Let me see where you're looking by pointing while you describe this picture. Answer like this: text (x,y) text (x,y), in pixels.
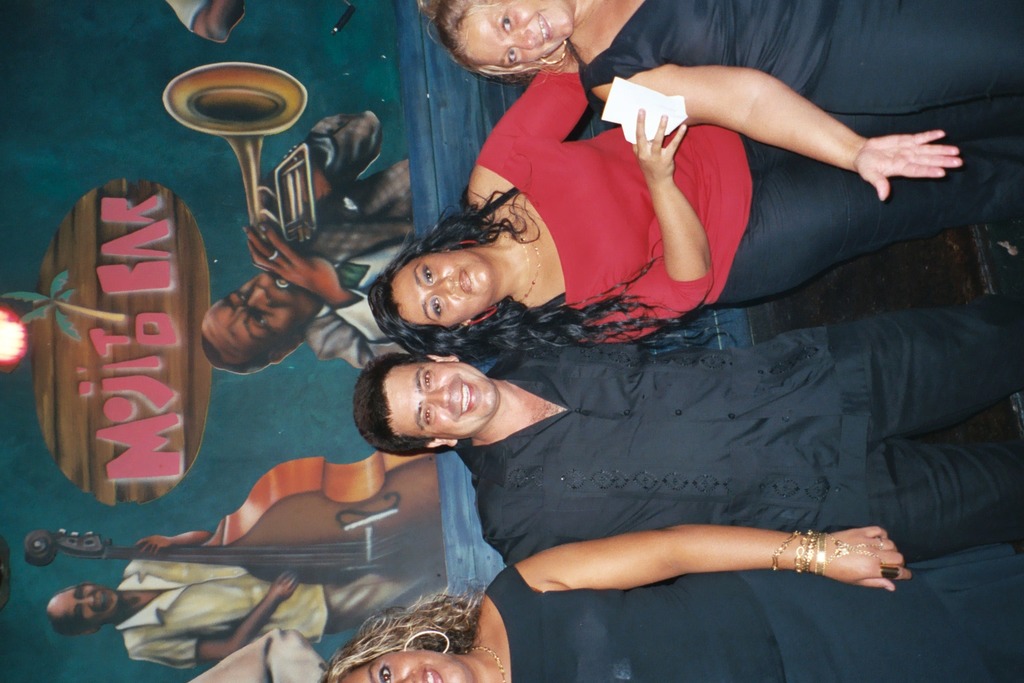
In this image, we can see persons (728,209) wearing clothes (758,346). In the background (217,365), we can see a wall (327,192) contains an art (332,423).
